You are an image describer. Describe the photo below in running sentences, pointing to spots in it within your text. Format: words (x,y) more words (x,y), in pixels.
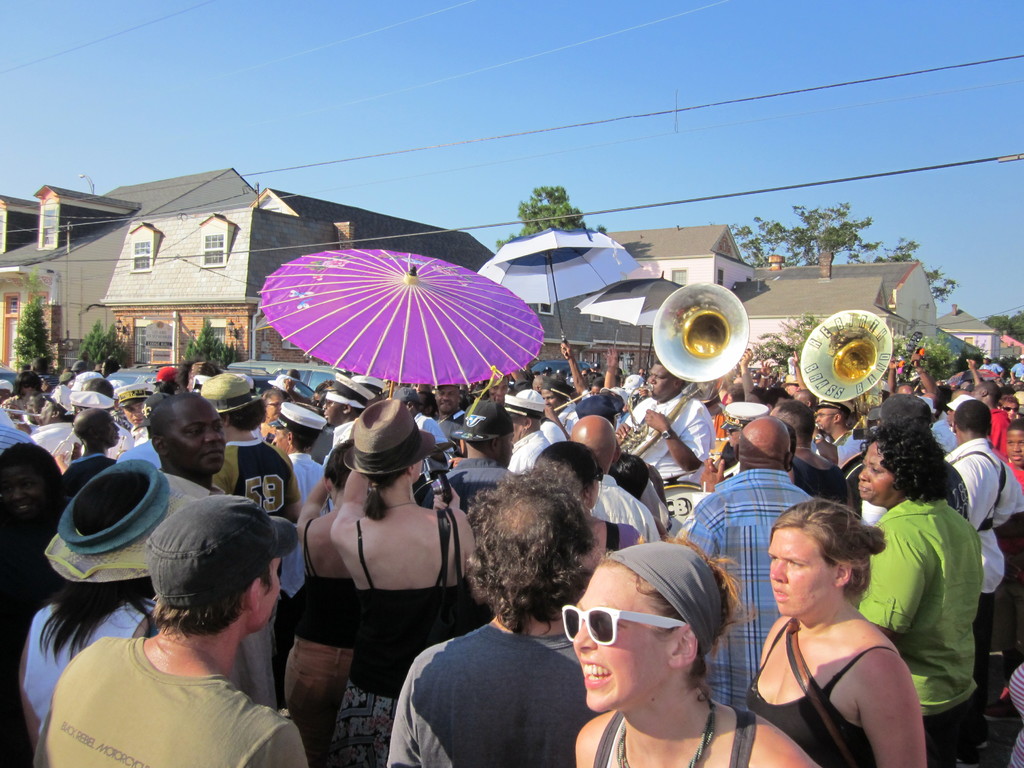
In this picture we can observe an umbrella (367,264) which is in violet color. There are some people (451,524) standing on the road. We can observe men (169,529) and women (905,523). There are two musical instruments (696,374). In the background (199,295) there are houses (199,295), trees (30,326) and sky (457,115).
